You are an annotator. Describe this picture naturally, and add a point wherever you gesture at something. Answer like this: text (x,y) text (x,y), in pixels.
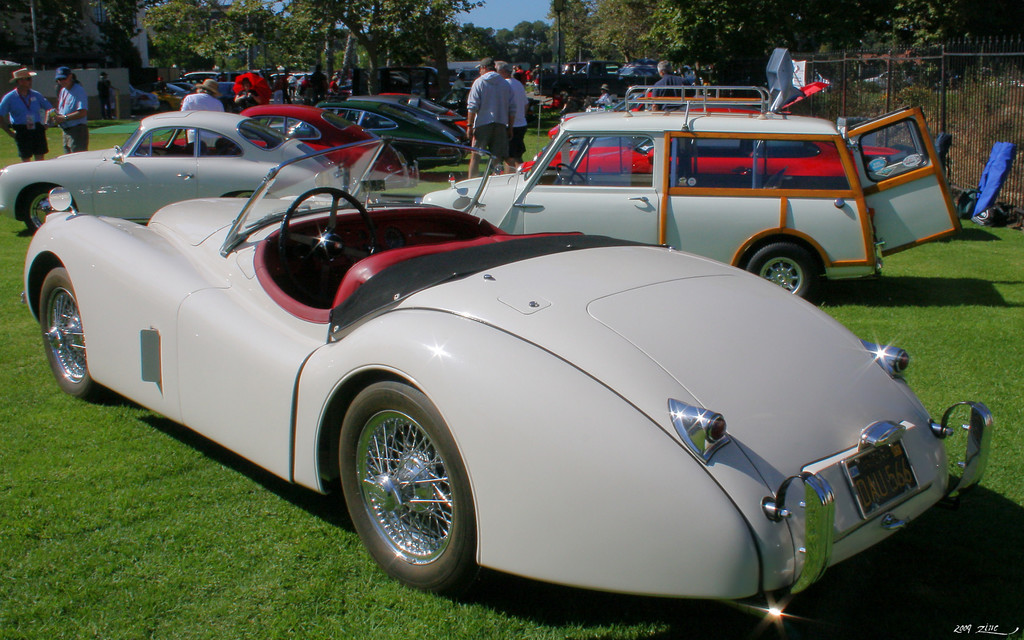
In this picture we can see some cars (411,73) parked on the ground (188,474), at the bottom (307,510) there is grass (188,474), we can see some people (515,114) standing in the middle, in the background (688,45) there are some trees (742,32), on the right side (974,104) there is fencing (947,105), we can see the sky (496,20) at the top of the picture (490,21).
